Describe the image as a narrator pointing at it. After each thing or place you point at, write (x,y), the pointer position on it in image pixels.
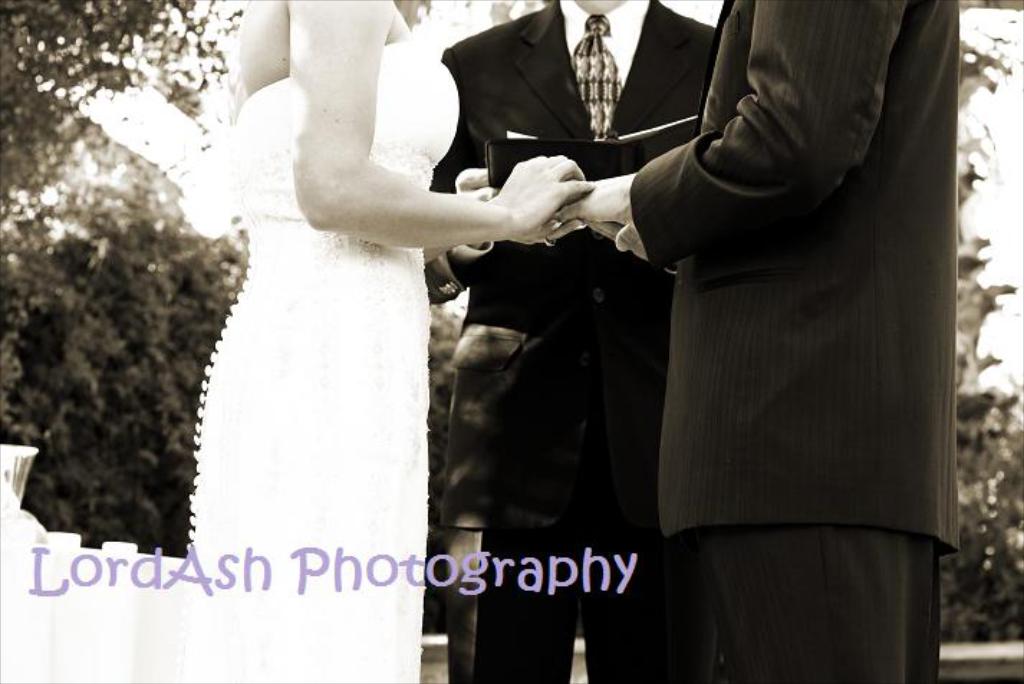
In this picture there are two people (780,507) standing and holding the hands (600,194) and there is a man (547,36) standing and holding the book (629,141). At the back (977,370) there are trees (972,411). At the bottom left (263,561) there is text (619,559) and there it looks like a table (169,599).
